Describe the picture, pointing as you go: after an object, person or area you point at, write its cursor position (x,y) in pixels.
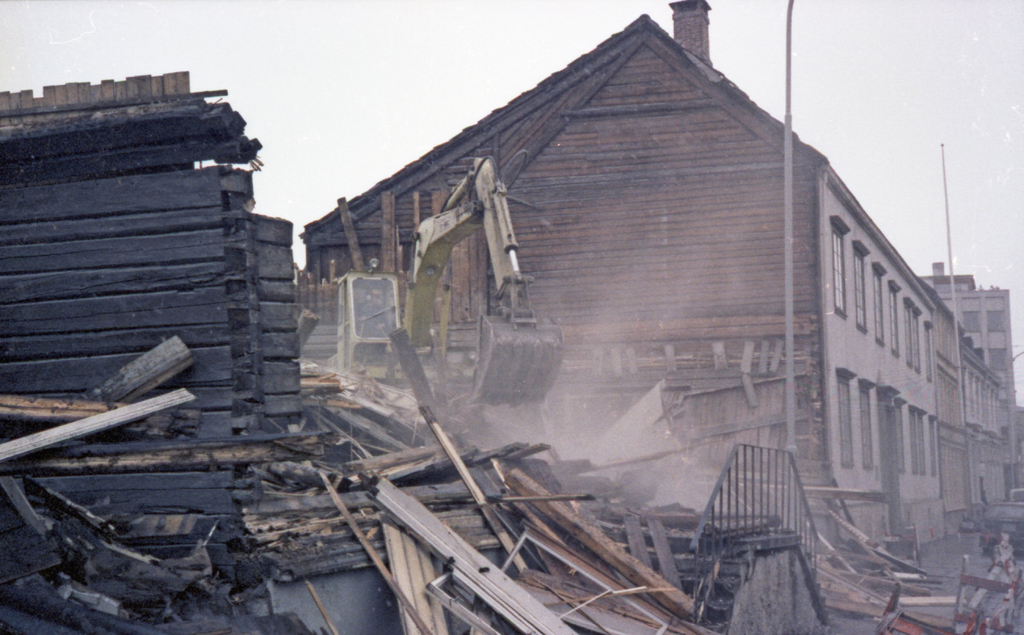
In this image there is the sky (341,58) towards the top of the image (385,49), there are buildings (913,334), there are windows (928,364), there is a wall (641,297), there is a vehicle (404,308), there is a person (377,319) sitting in the vehicle (492,225), there are poles (791,37), there is road (941,557) towards the right of the image (1022,529), there are vehicles (999,532) on the road (941,539), there are wooden objects (613,571) on the ground (881,597), there are wooden objects (41,355) towards the left of the image (49,391).
